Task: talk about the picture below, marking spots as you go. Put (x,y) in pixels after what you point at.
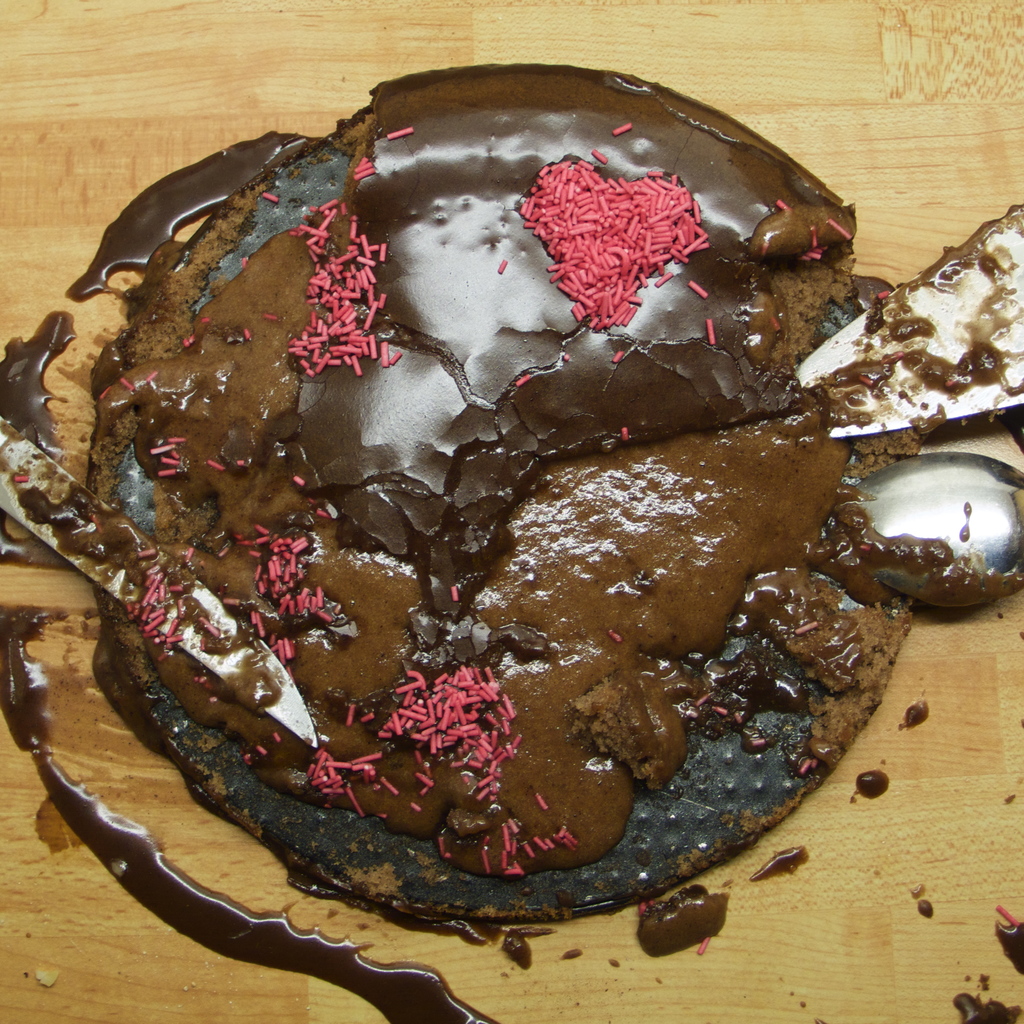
In the center of the image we can see one wooden object (900,956). On that object (590,985), we can see some food item (162,532) and some objects (981,295).
